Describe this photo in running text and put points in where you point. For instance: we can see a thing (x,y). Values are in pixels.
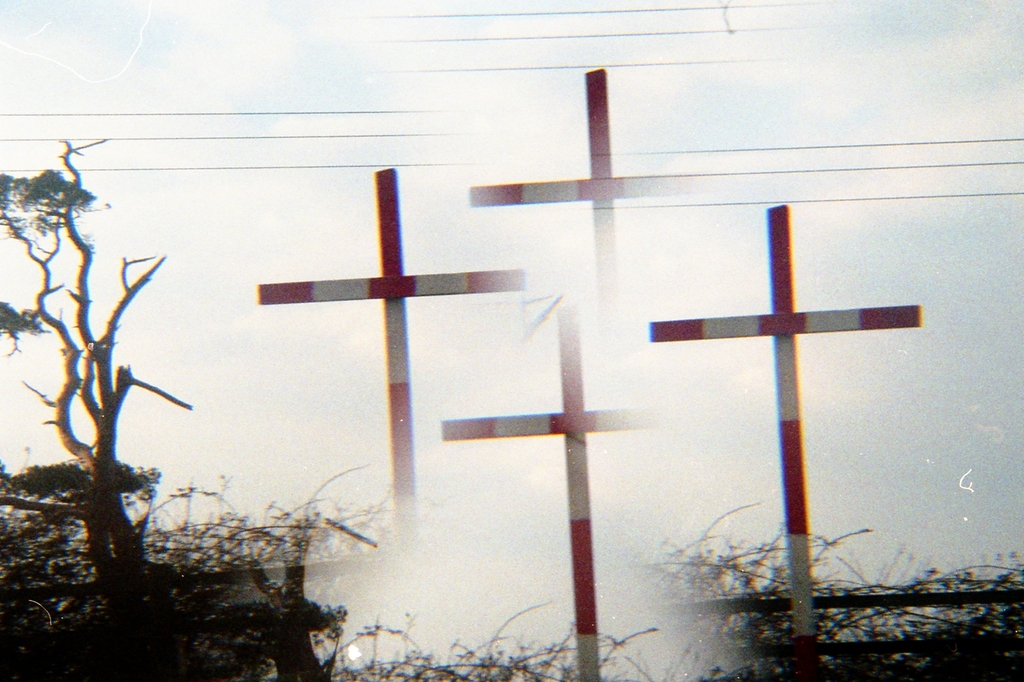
In the foreground of this edited image, there are four cross symbols (572,465), few trees (174,564), cables (240,137) and the sky (256,40).
